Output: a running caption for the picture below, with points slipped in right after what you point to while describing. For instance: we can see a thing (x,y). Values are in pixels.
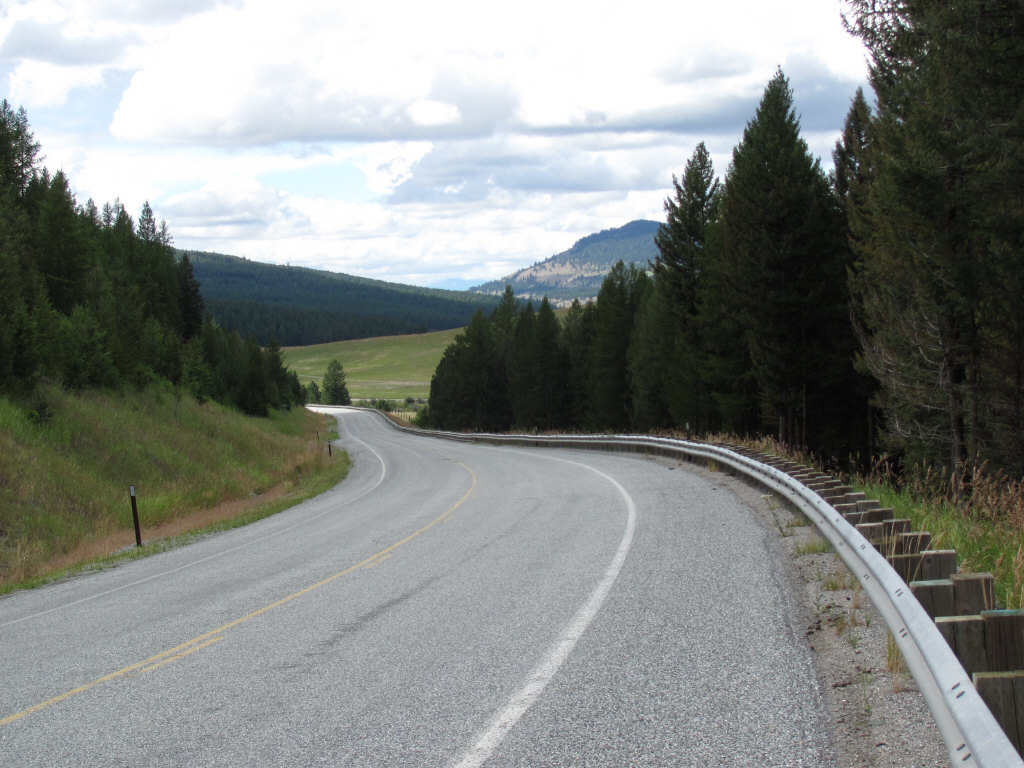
There is a road (426,628) and there are trees (1018,399) on the either sides. There are hills (513,274) at the back (582,259).
